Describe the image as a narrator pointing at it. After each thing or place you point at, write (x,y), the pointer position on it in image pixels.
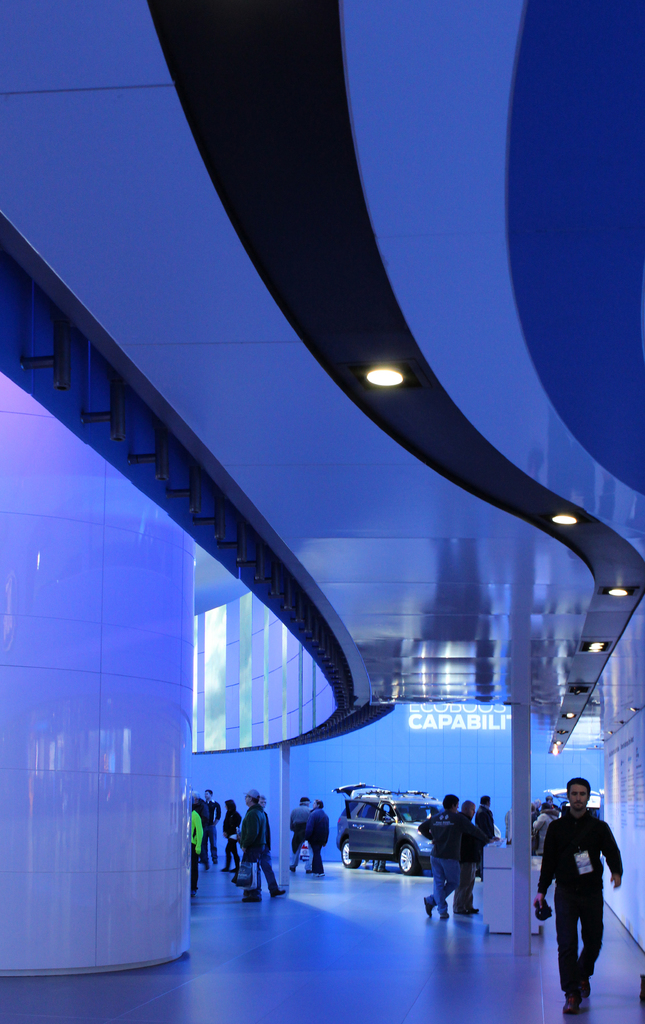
In this image, we can see a group of people (467,907) who are walking in the building (421,903). In the background (372,817), we can see a car (378,811) on the ground (374,877).
